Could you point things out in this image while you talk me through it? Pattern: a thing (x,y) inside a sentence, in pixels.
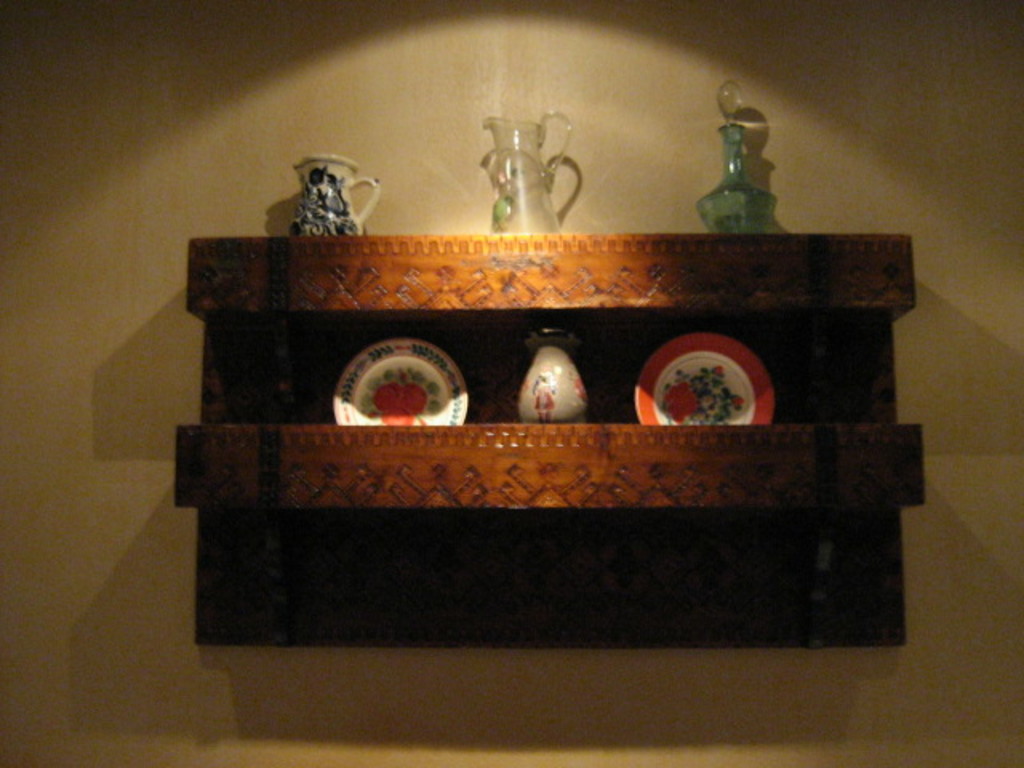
There is a wooden shelf (569,280) on the wall (282,186) on which there are plates (729,405) and jugs (512,180).
